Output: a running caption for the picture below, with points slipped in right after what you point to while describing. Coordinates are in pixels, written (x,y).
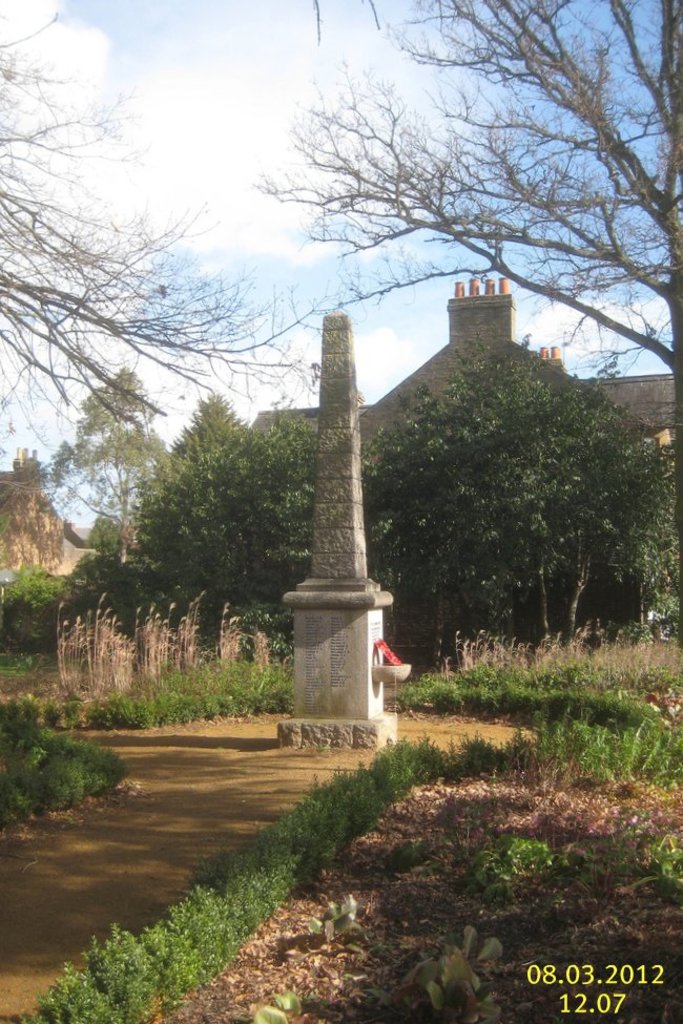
At the bottom of the picture (263,906), we see shrubs (232,910), herbs (436,985) and dry leaves (354,891). Beside that, we see the pathway (160,820). In the middle of the picture (330,667), we see a pillar (361,464). There are trees (218,499) and a building (408,410) in the background (537,437). On the right side (545,161), we see a tree (557,160). At the top (218,80), we see the sky (233,138) and the clouds (204,142).
